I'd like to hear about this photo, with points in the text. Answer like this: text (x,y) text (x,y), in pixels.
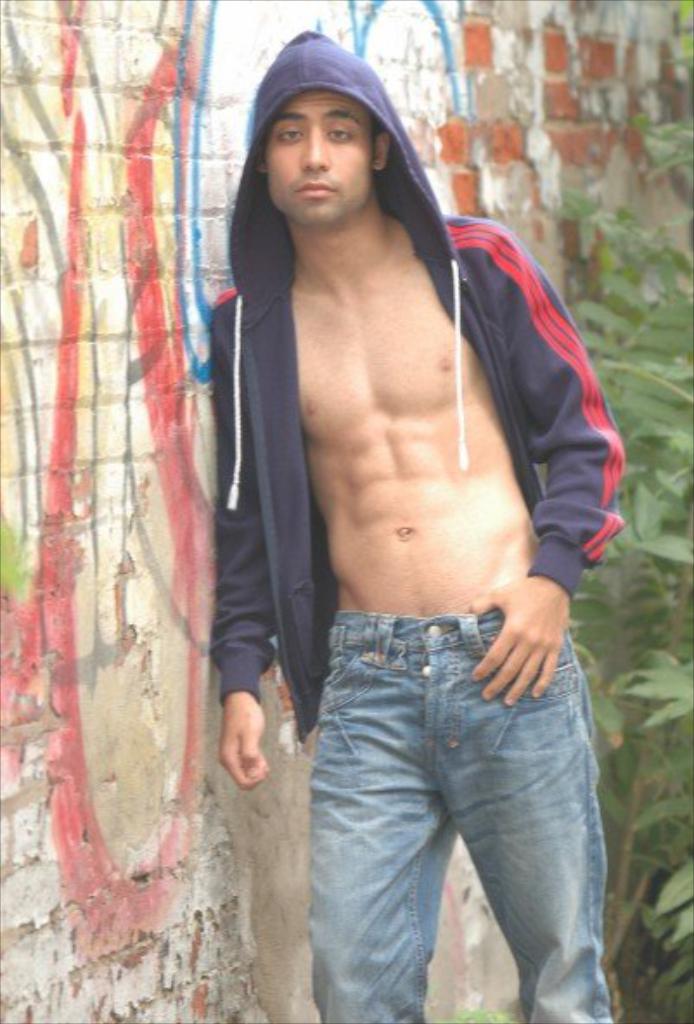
In the center of the image (416,488) a man (416,450) is standing and wearing a hoodie (269,413). On the left side of the image (91,370) a wall (110,310) is there. On the right side of the image (682,695) a plant (654,795) is there.
